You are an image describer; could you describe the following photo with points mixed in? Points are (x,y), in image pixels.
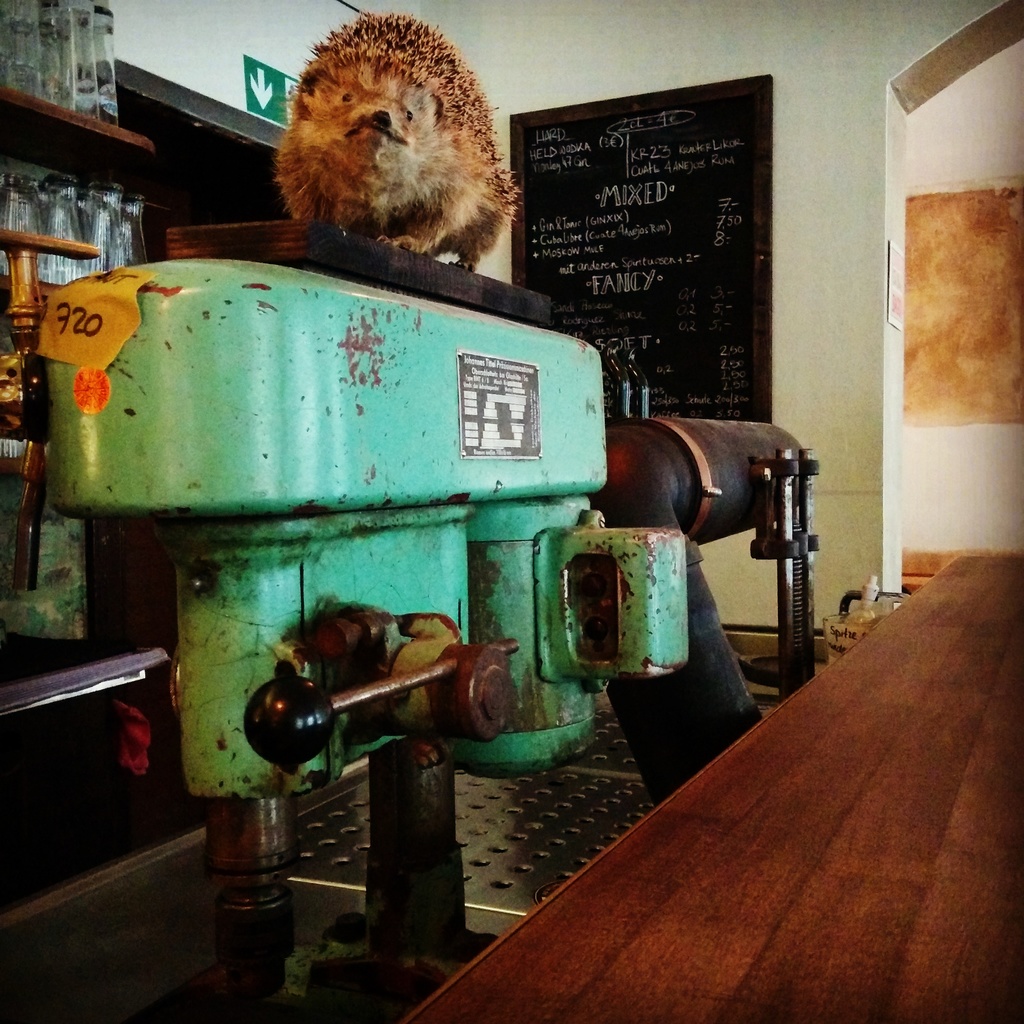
In the foreground of the picture (302,229) I can see a mechanical machine (164,389) and I can see an animal (362,160) at the top of the machine (627,453). I can see the wooden table (667,823) on the right side (710,978). I can see a blackboard (743,185) on the wall (820,350) and there is a text (579,150) on the board (575,289). I can see the glasses (9,209) on the wooden shelves (149,143) on the top left side of the picture (57,181).
